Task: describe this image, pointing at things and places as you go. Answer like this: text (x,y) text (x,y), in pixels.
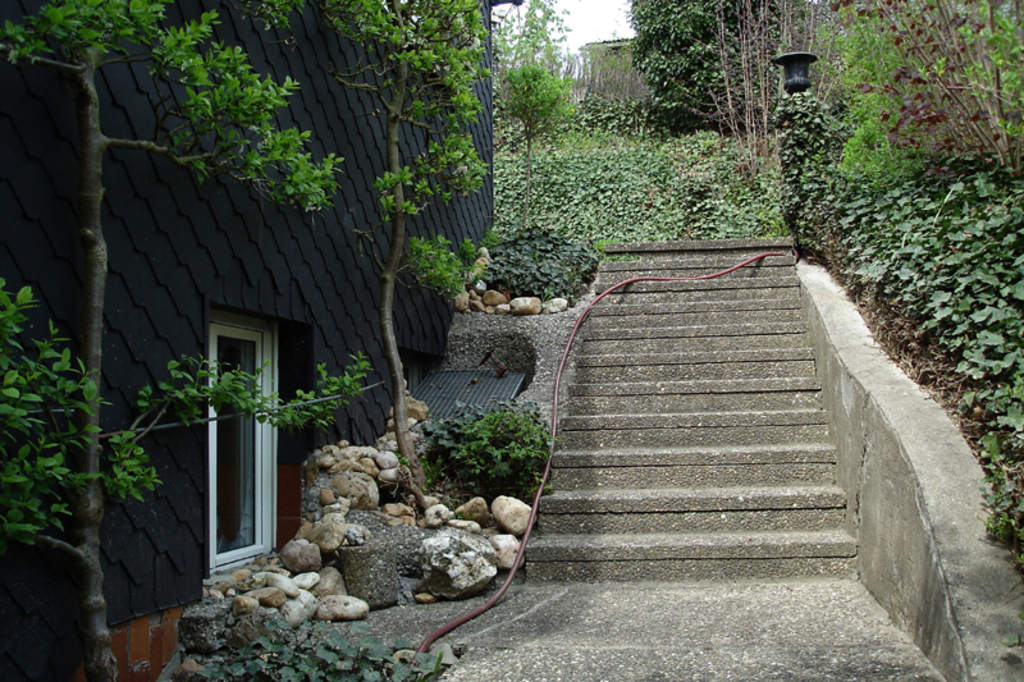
In the image there are steps (667,385), plants (671,232), trees (412,275) and on the left side (323,543) there are some rocks (514,518) and stones (367,489), beside them there is a window (244,475).
